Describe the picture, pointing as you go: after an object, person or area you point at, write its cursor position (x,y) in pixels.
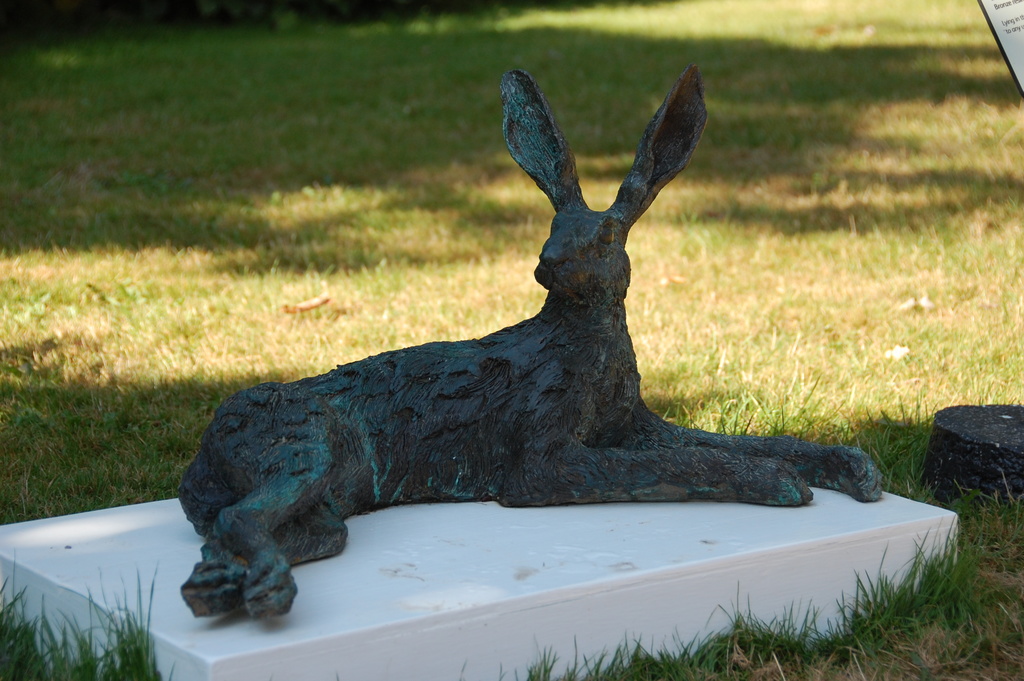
In this image there is a sculpture of an animal (350,453) on the floor (491,604). Around it there's grass (449,175) on the ground (872,203).
